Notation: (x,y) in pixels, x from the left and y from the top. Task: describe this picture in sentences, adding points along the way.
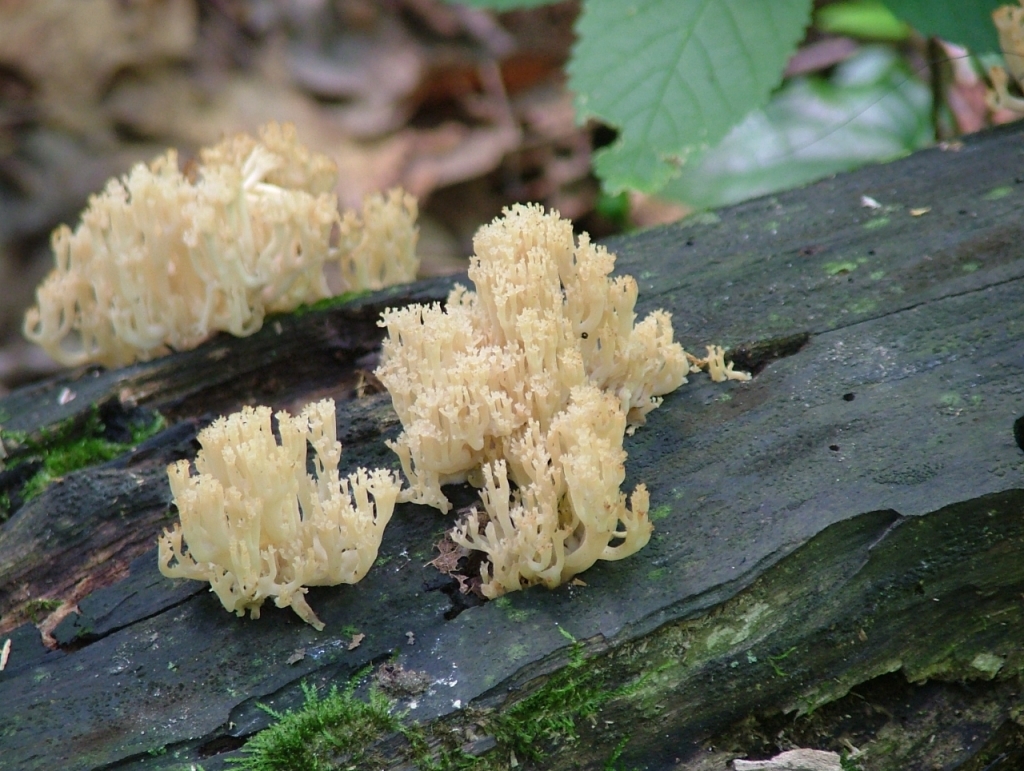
In this picture we can see fungus (493,456) on the wooden bark (804,292), in the background (887,101) we can find few plants (862,44).
